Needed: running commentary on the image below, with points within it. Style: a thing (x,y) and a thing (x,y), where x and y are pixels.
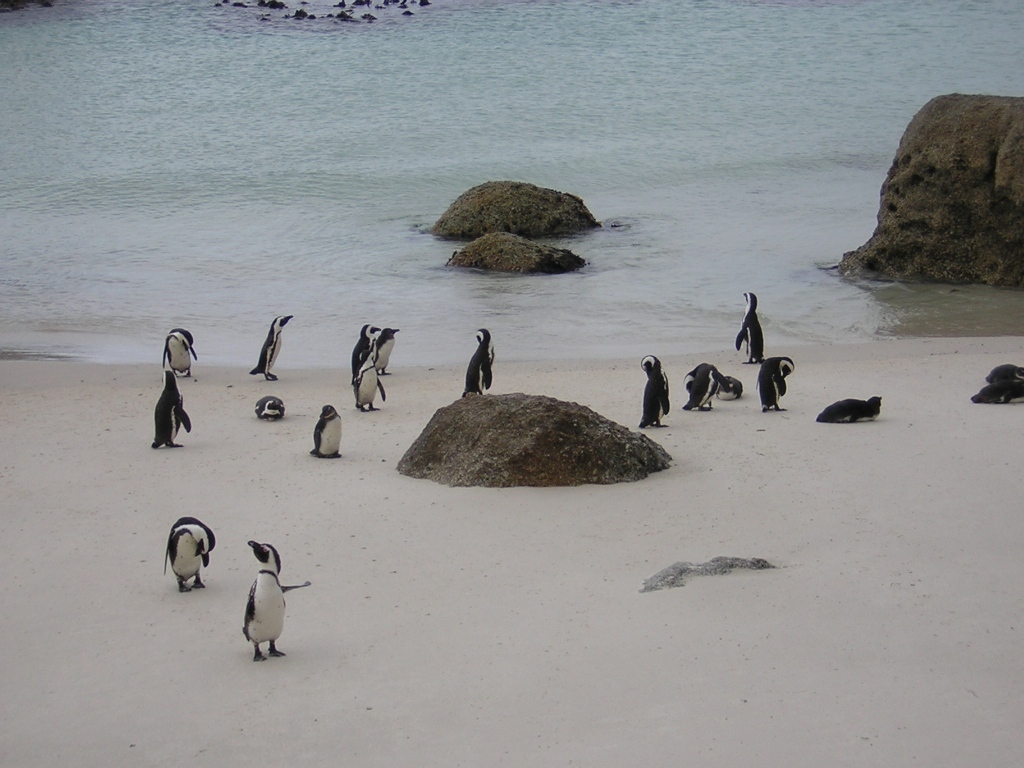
At the bottom of the image (206,538) I can see penguins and rock (522,438). At the top of the image (274,50) there is water (485,158) and rocks (929,199).
